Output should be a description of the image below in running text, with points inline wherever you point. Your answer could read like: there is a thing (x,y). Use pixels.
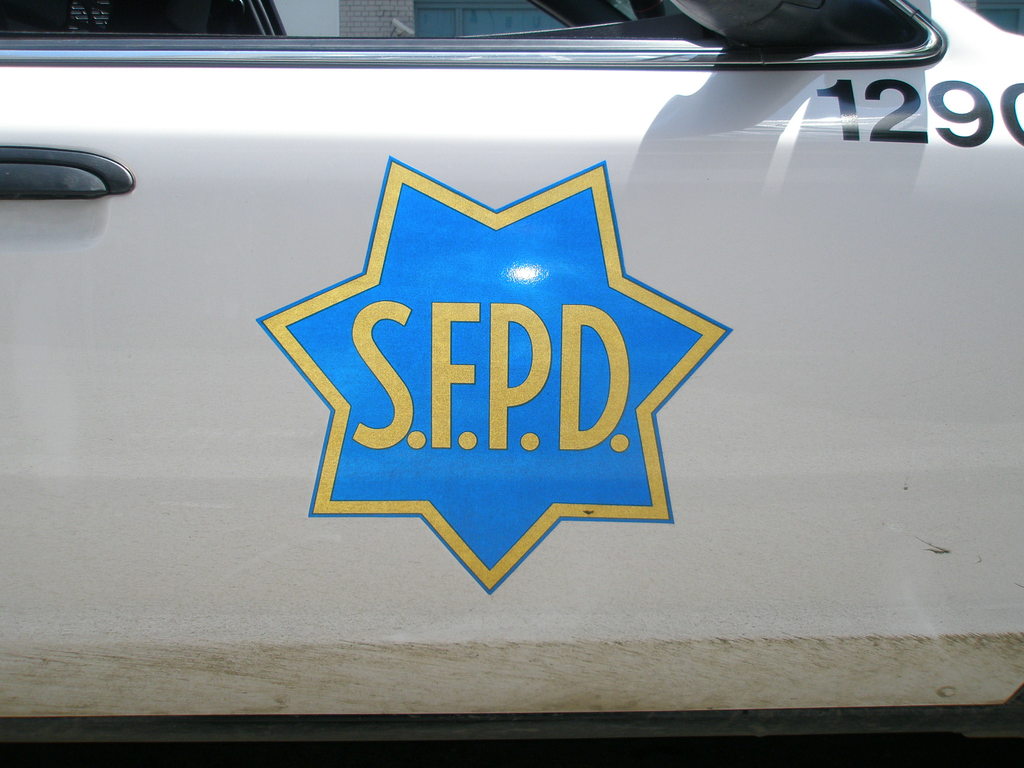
In the image we can see a vehicle (219,232), on the vehicle (595,401) there is logo (278,340).
